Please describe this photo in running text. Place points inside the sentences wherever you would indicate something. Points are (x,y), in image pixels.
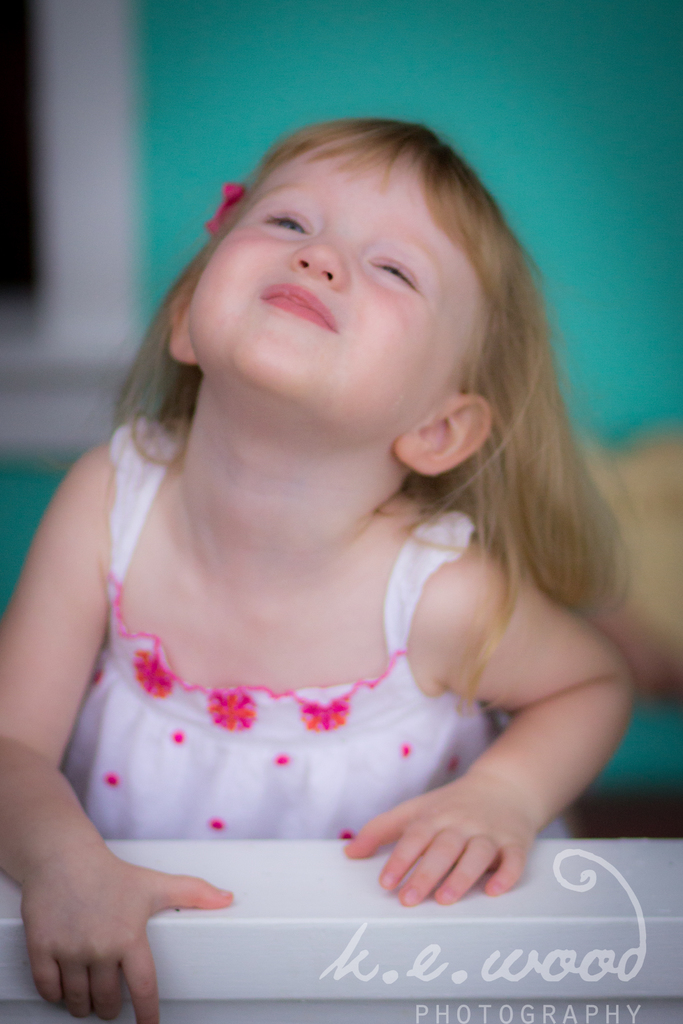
In this picture we can see an object (336,920), girl (237,198) smiling and in the background (332,87) we can see some objects (39,104), wall (375,87) and it is blurry.
